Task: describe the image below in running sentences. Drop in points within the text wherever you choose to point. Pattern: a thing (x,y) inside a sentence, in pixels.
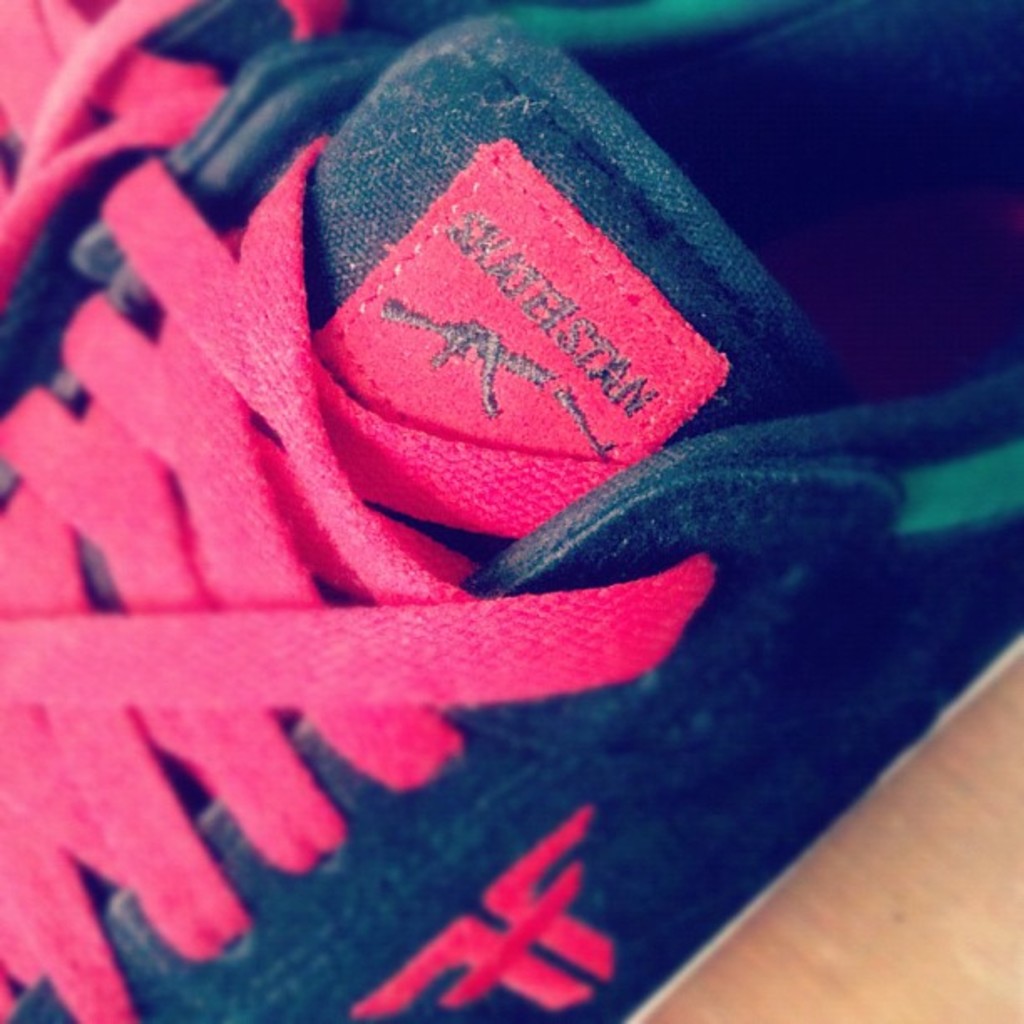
In the foreground of this image (353,436), there are shoes (578,678) on the wooden surface (855,942).
